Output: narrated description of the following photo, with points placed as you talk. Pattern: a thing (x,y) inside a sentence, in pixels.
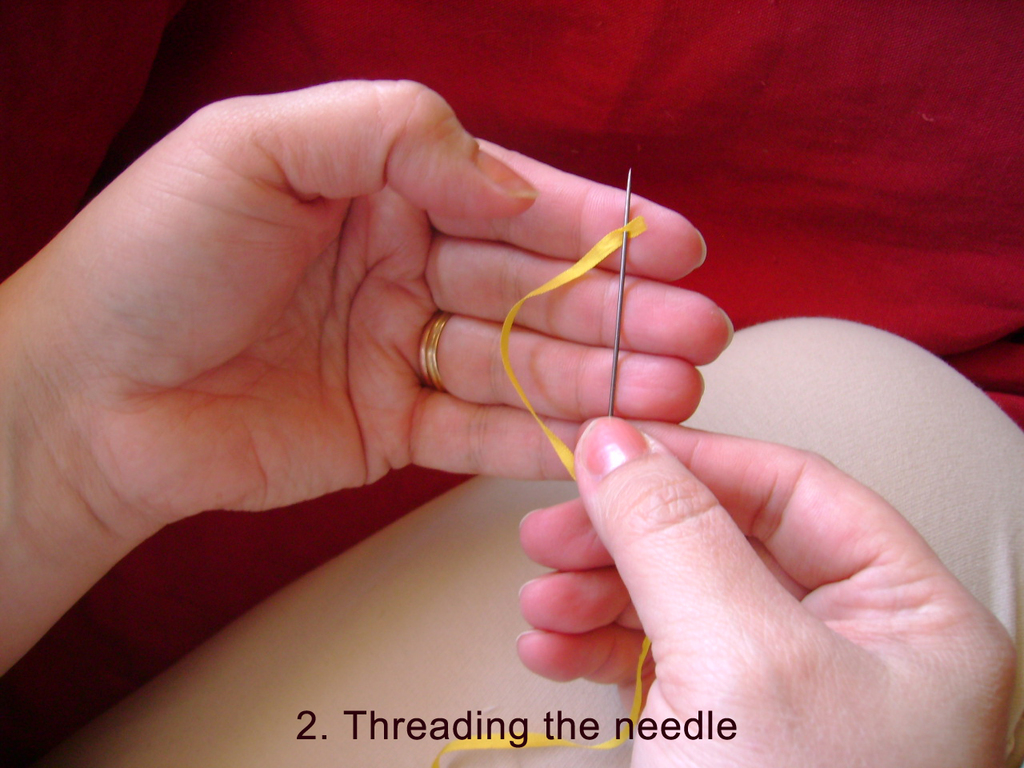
In this picture there is a person (660,547) threading the needle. At the top there is a red color cloth (937,202). At the bottom (638,723) there is text (429,722).
